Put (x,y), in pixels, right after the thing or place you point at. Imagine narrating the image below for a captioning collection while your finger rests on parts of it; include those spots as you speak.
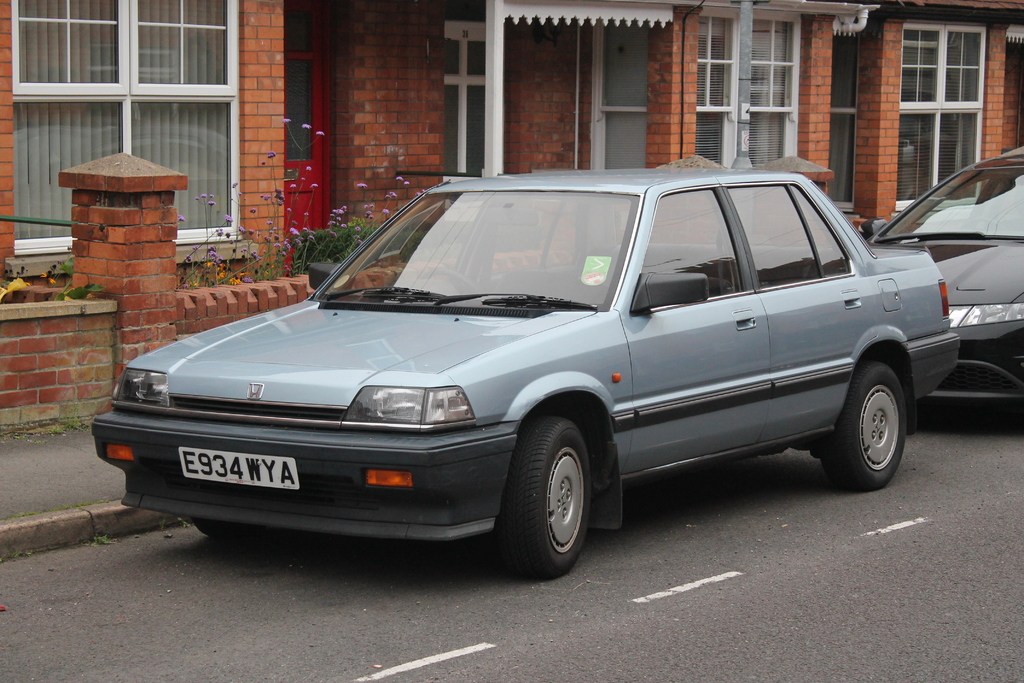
In this image we can see the cars (761,431) parked on the road (465,578). In the background (155,65), we can see the building (315,120) with the windows (704,104), door (303,94) and also the brick wall (407,199). We can also see the fencing wall (156,294) and plants (207,256).
